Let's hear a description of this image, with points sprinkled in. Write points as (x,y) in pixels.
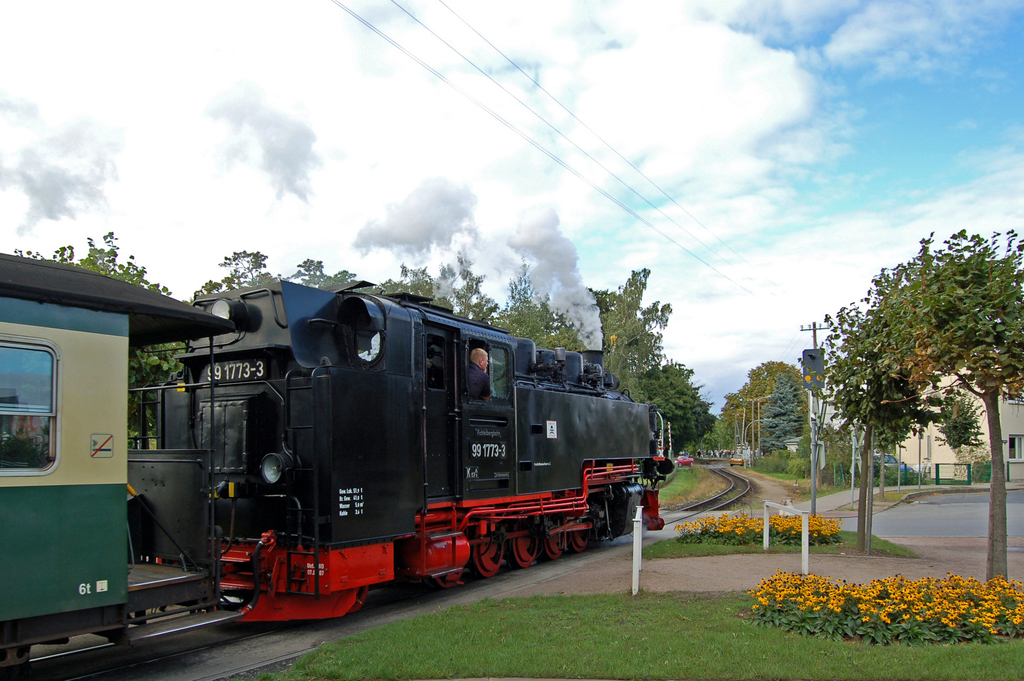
In this image we can see a train (359,449) on the track (391,595) and there are trees (1016,353). On the right (1013,441) there is a building (940,418). We can see poles (814,424), wires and sky (775,266). At the bottom (665,618) there is grass (640,626) and flowers (823,595).
